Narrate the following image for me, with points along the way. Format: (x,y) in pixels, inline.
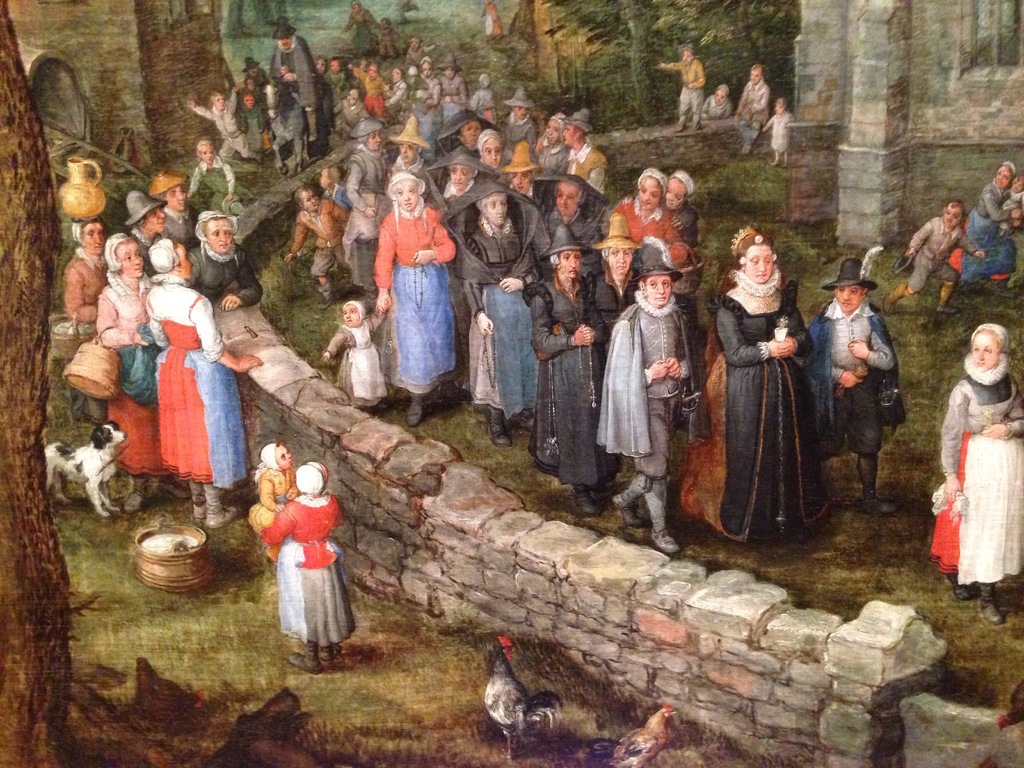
In this image I can see depiction of people (751,289), few chickens (496,659), a dog (104,479) and I can see depiction of few trees (728,37) in background (647,40).
